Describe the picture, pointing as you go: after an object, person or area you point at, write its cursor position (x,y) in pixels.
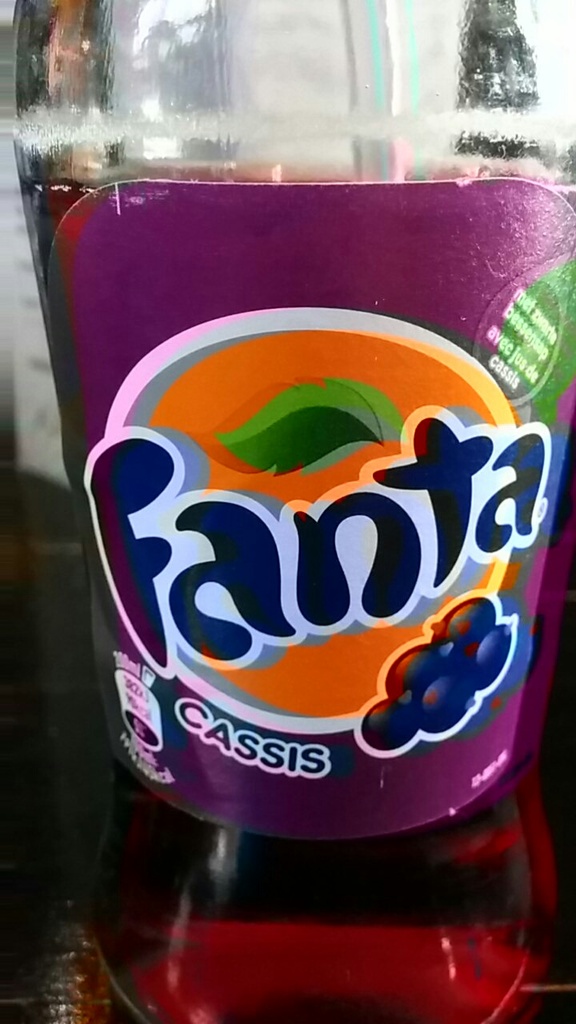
This picture shows a bottle (129,369).
